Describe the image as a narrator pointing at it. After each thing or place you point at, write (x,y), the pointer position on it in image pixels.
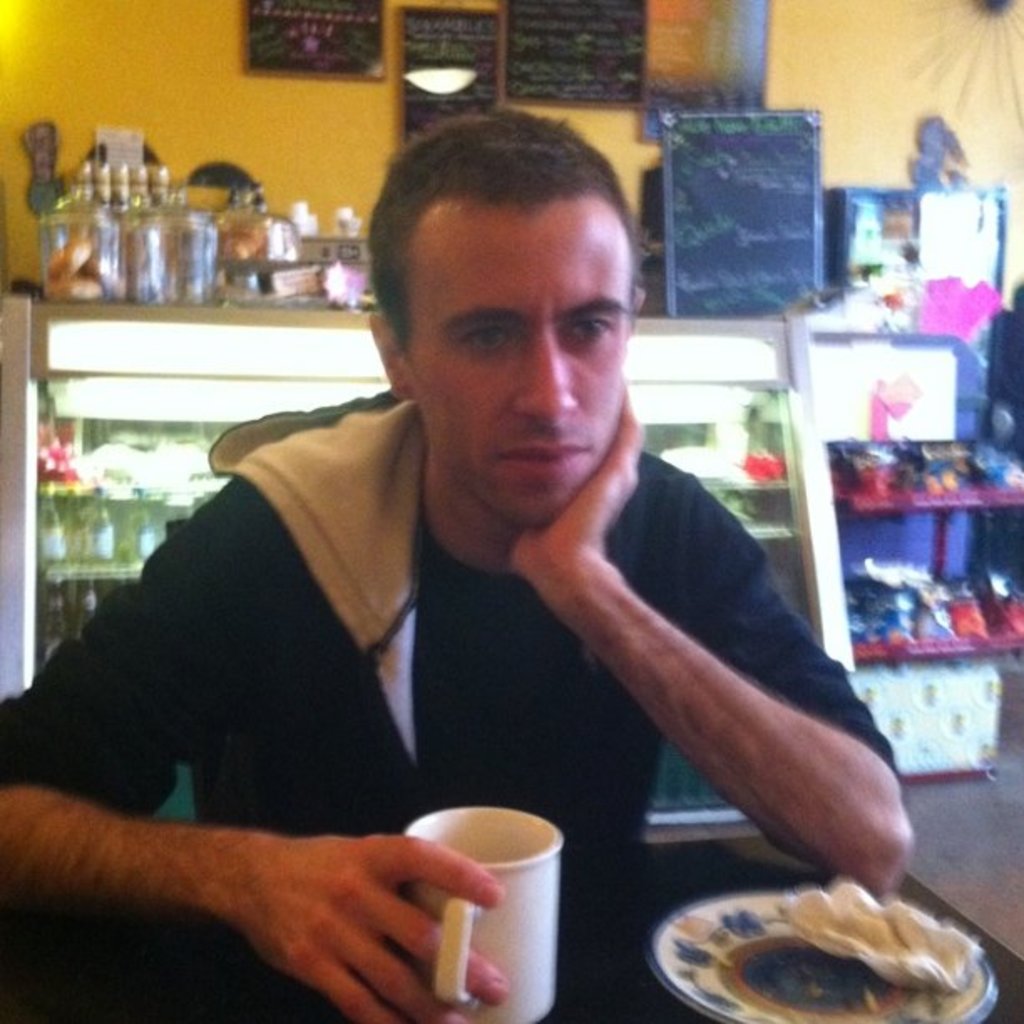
This picture is taken in the restaurant (837,622) where a man (546,711) is sitting on the center (450,678) holding a cup (475,921) in his hand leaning on the table (653,875) which is in front of him. There is a plate (788,982) on the table (636,982) and a tissue (861,940) on the plate (806,964). In the background (698,381) there is a showcase (212,408), a black board (749,254) and a wall (237,91).
